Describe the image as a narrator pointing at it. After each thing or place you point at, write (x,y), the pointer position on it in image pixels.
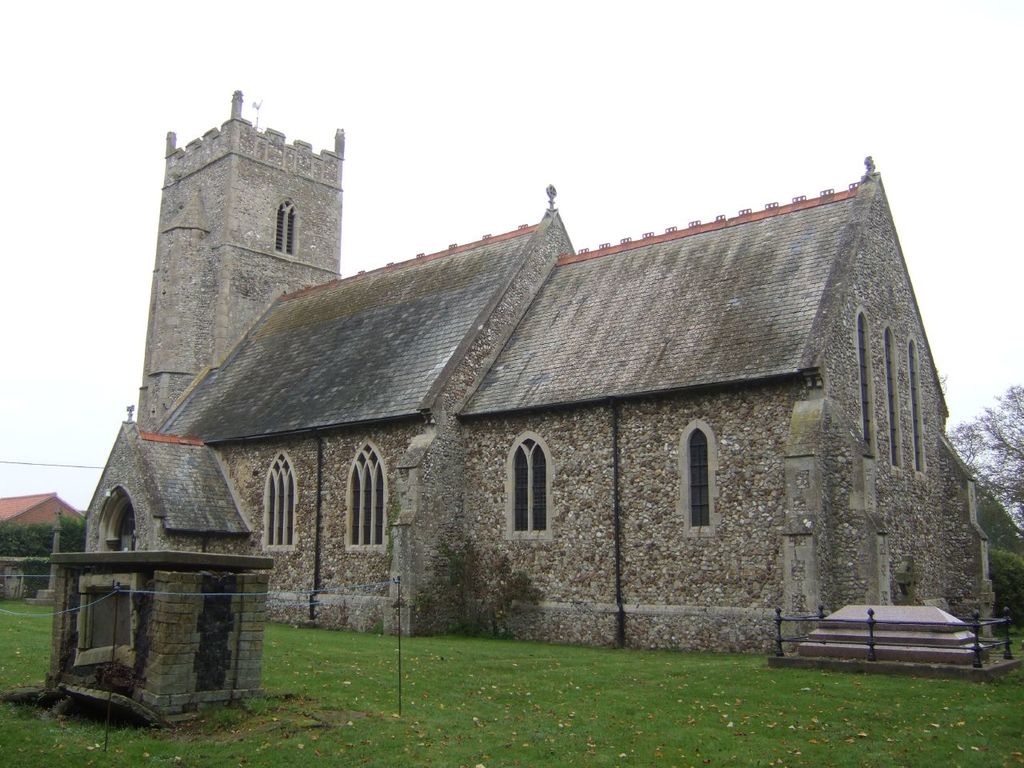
In this image there is a cemetery (896,636) surrounded by a fence (848,620). Left side (244,663) there is a cemetery (178,680) on the grassland (510,661). Background (875,407) there are few buildings (883,383). Right side (1012,478) there is a tree (999,475). Top of the image (551,107) there is sky (546,162).
